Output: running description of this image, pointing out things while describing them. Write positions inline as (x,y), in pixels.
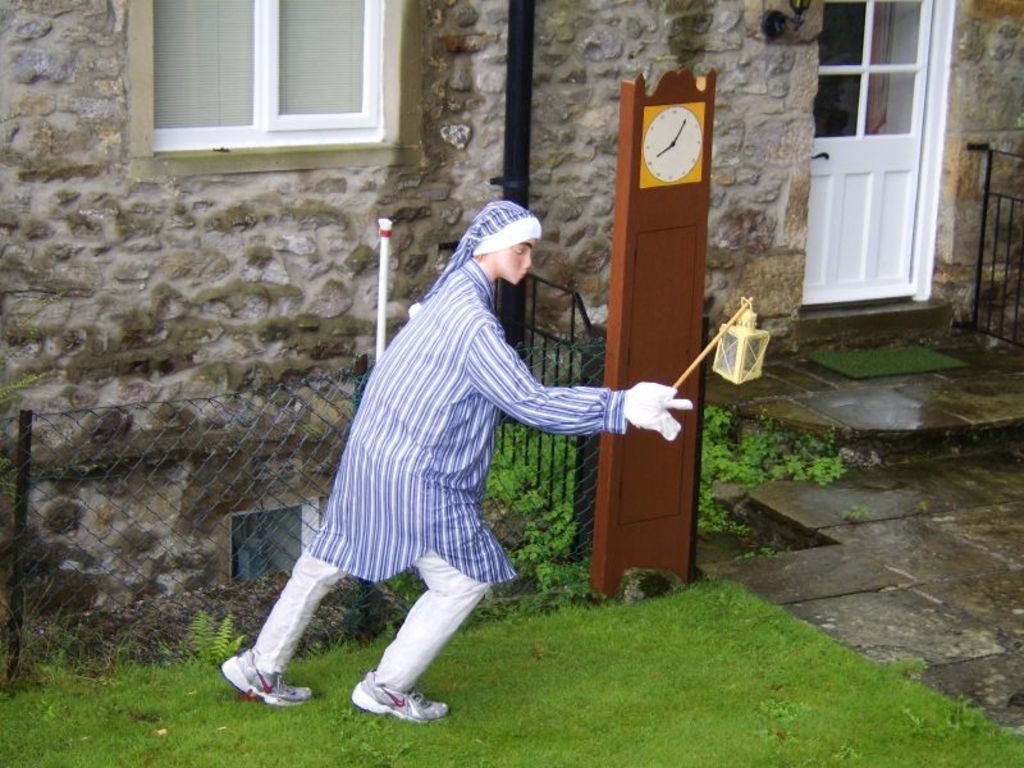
There is a statue (440,314) in the center of the image (466,460) on the grassland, there is a boundary (225,459), window (272,113), pole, pipe (515,158), door (815,266) and a wooden clock tower (681,271) in the background area (674,334).
